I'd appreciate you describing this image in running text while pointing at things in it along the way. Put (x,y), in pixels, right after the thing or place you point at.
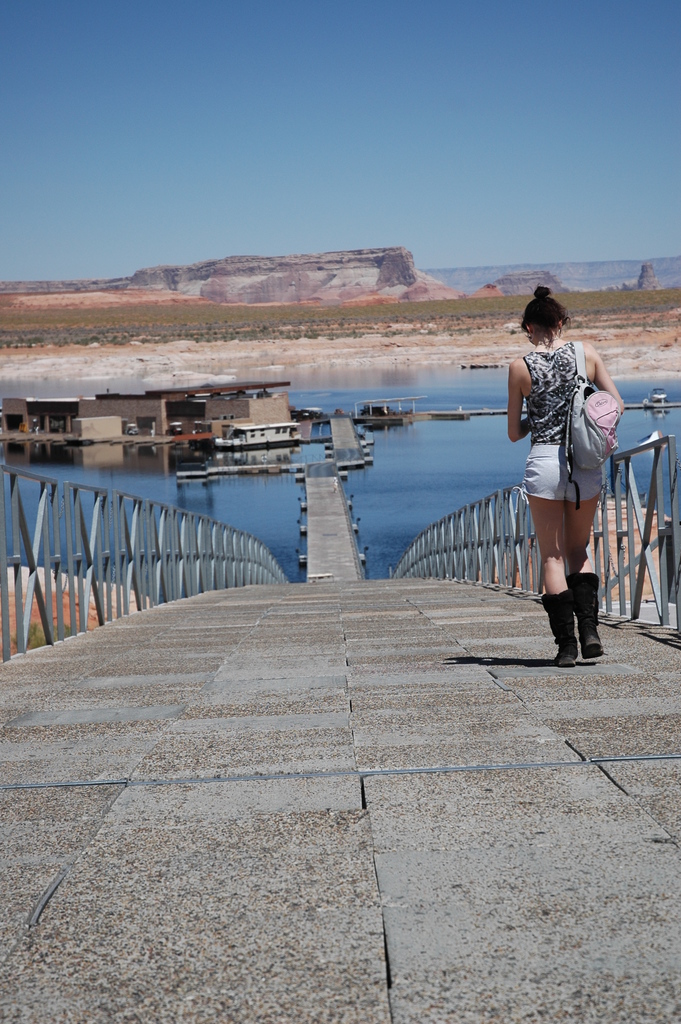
In this picture there is a woman (578,531) who is wearing t-shirt (553,402), short (537,494), shoes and holding a bag (577,386). She is walking on the bridge (563,723). Beside her I can see the fencing (256,570). In the back (58,402) I can see the building (218,417), shed (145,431), bridge (353,459) and boats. Beside that I can see the lake (467,452). In the background (339,327) I can see the open area (303,327), plants (353,327), grass (619,308) and mountains (529,285). At the top (483,28) I can see the sky (303,21).
